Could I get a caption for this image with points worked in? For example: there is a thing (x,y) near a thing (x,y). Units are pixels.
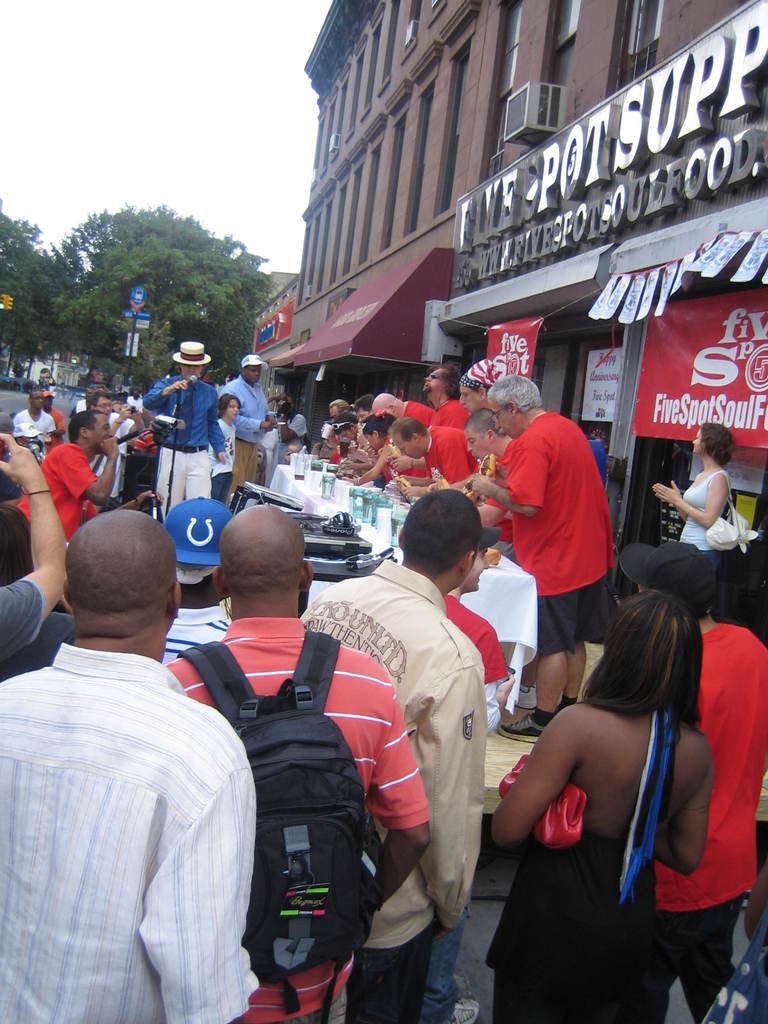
In this image we can see people (251,593). There is a mic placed on the stand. In the background (385,289) there are buildings (598,265). We can see boards (538,332). There are trees (166,332) and there is sky (194,106).
